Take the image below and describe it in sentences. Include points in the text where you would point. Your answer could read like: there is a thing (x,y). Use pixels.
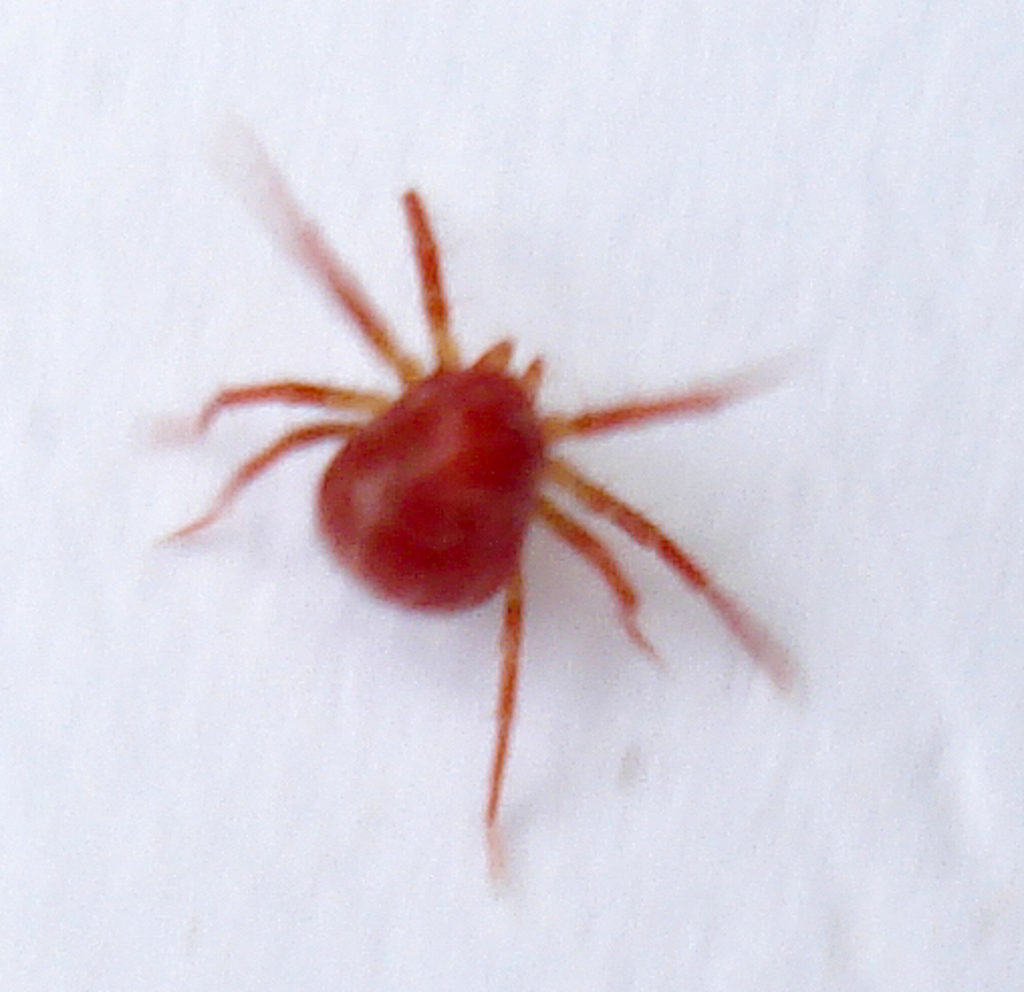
In the picture there is a red color spider (521,604) and the background of the spider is white.
